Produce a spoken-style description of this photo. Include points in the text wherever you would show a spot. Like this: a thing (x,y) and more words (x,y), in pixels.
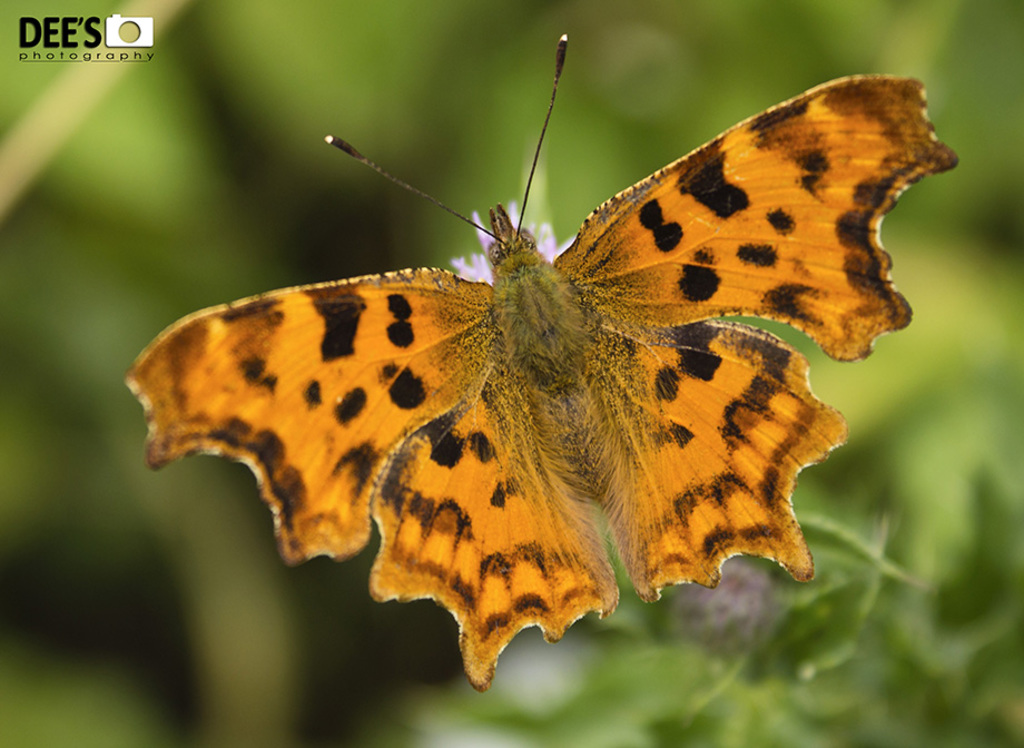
In the center of the image (504,344) we can see one butterfly (532,324) on the flower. And we can see the butterfly (699,413) is in yellow and black color. At the top left side of the image (117,40), we can see some text (25,30). In the background (390,85), we can see it is blurred.
